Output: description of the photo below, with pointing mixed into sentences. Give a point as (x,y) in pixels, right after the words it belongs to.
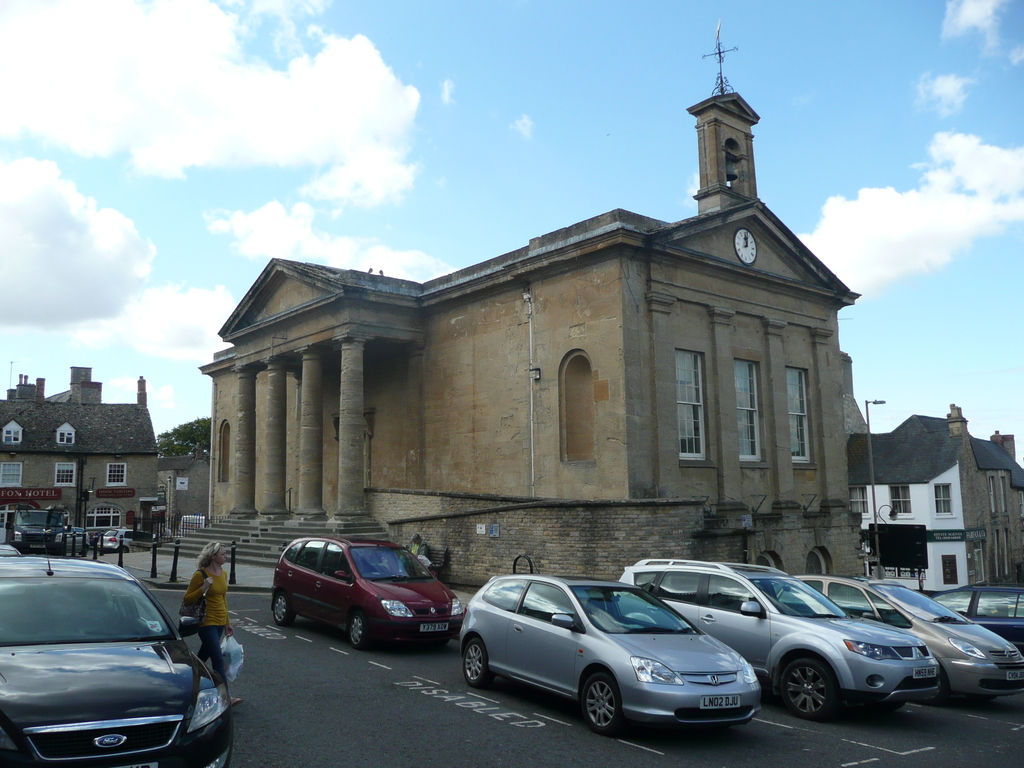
In this image in the middle (500,475), there are buildings (340,483), trees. On the left (205,618) there is a woman (204,586), she wears a t shirt (220,591), trouser (212,656), bag (193,612), she is walking. At the bottom (457,672) there are cars (724,638), sign boards (908,538), poles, road (477,734). At the top (611,178) there are sky (773,159) and clouds (354,128).
